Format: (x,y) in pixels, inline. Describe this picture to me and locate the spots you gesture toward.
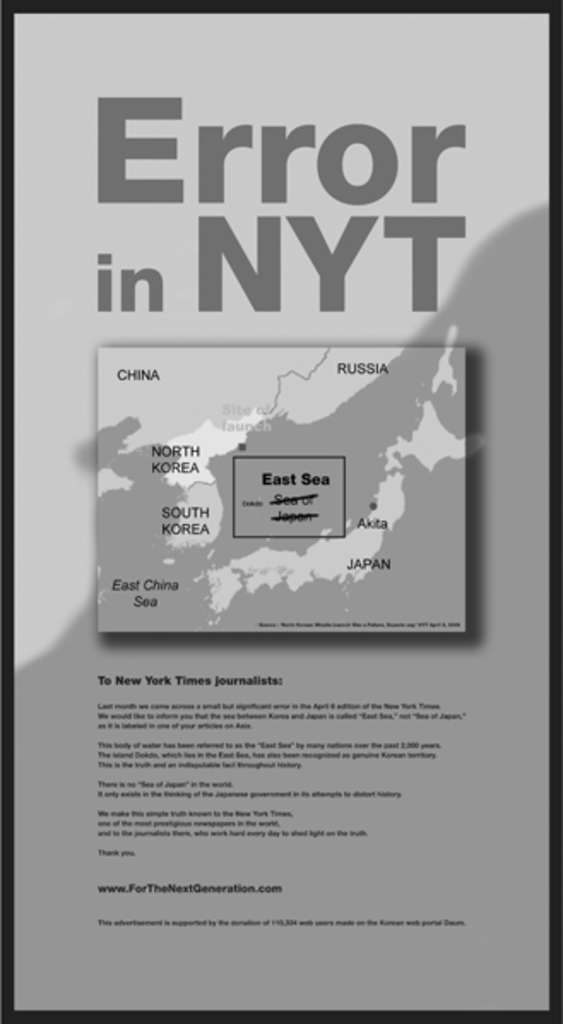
In this picture there is an object (98,778) on which we can see the text (221,825) is written and we can see the map (329,598) on the object (193,509).
